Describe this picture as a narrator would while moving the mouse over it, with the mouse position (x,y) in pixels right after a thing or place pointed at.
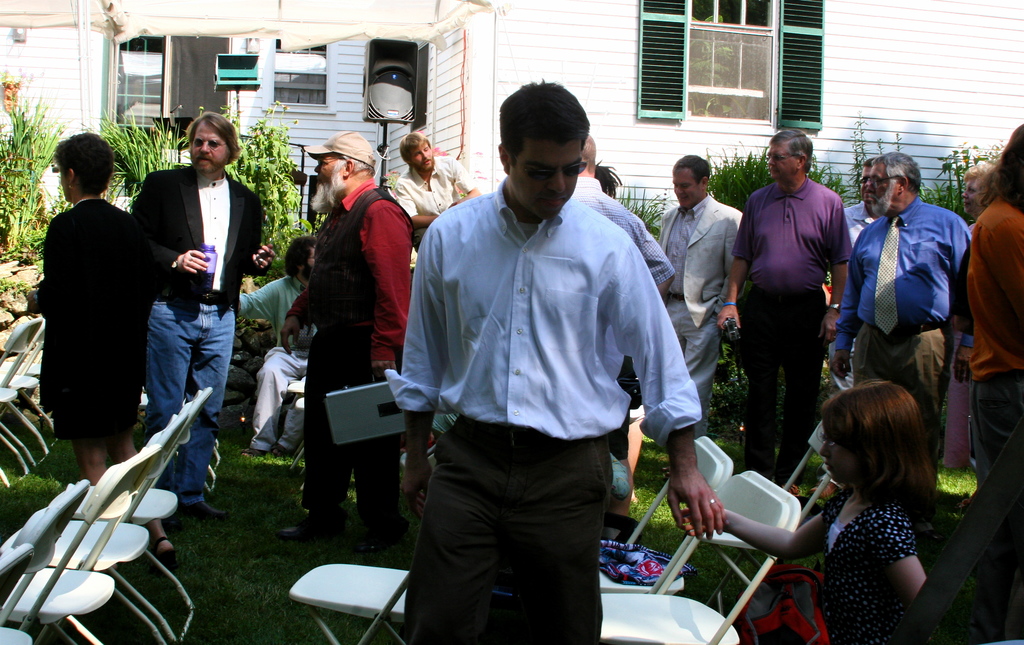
In this picture I can see number of people (514,279) who are standing and I see few white color chairs (141,526) and I see the grass (265,490). In the background (19,250) I can see the buildings (604,101) and the plants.
